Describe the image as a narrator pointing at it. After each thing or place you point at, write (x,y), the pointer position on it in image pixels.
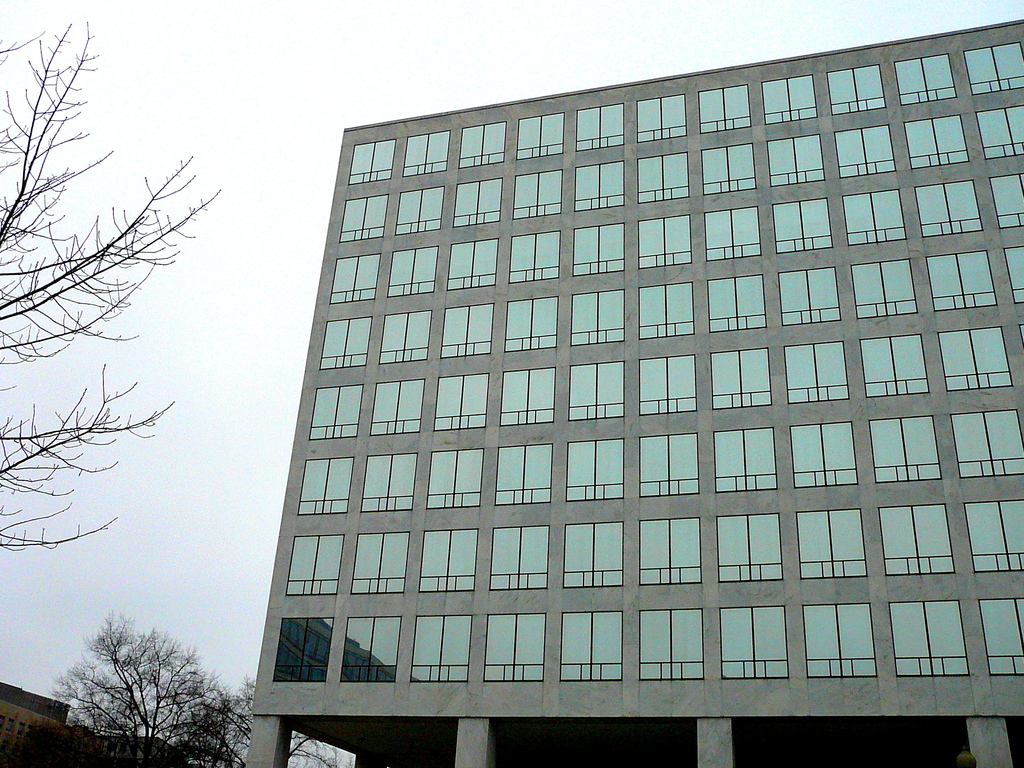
In this picture I can see the building (871,541). In the bottom left corner (125,712) I can see the trees (138,684) and other building (1,725). At the top (423,21) I can see the sky (343,39).
